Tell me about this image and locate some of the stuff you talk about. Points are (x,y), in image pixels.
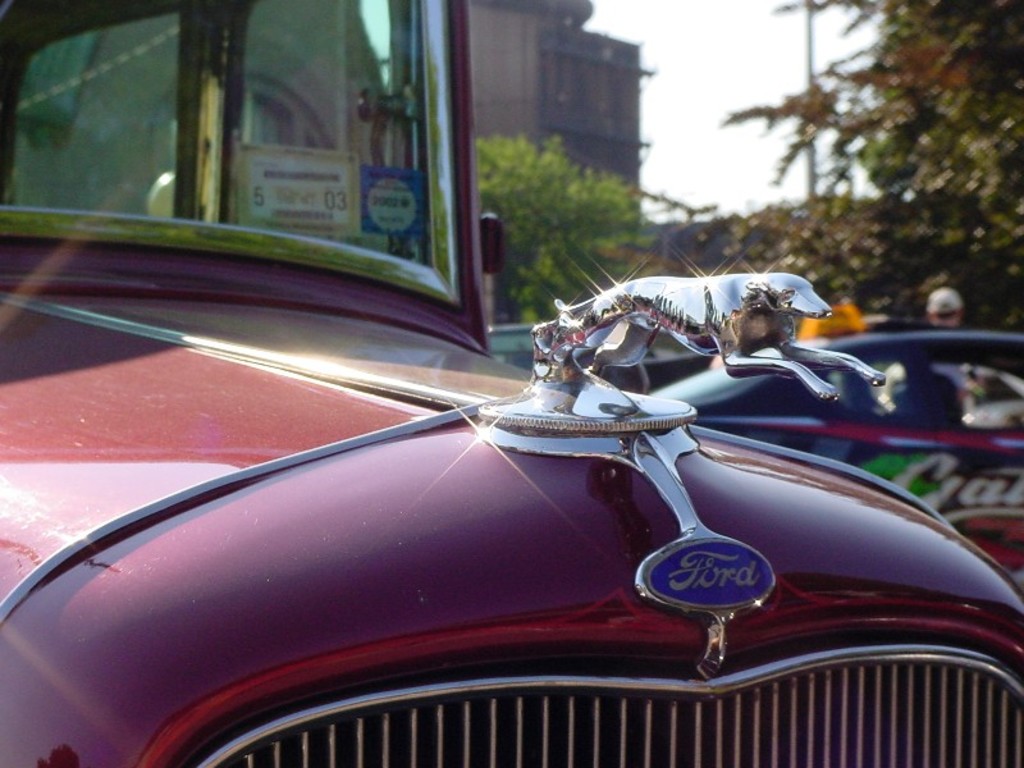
This is the front view of a vehicle (256,521). In this image we can see a glass window (177,124), logo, grille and other objects (348,405). In the background of the image (903,79) there are vehicles (952,356), trees (713,234), building (637,88), sky (672,98) and other objects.
